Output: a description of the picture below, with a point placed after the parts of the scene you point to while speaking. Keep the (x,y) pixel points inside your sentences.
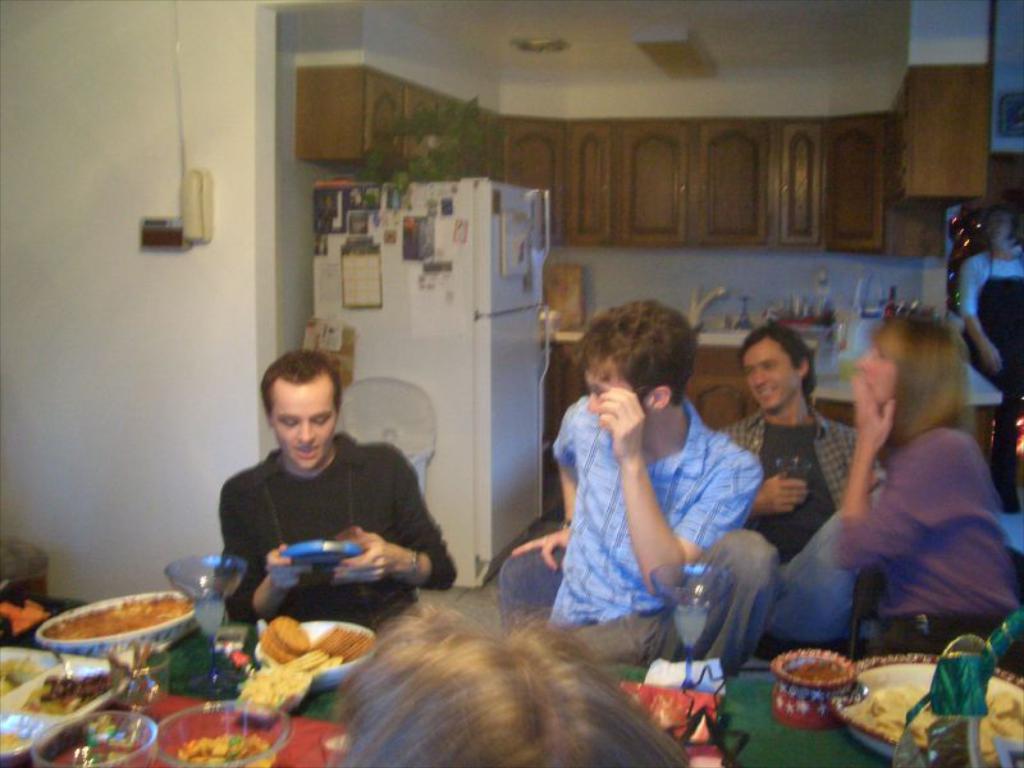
In this image there are six persons (592,564). Out of which four persons (728,581) are sitting on the chair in front of the table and one person (555,676) half visible and in the middle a woman (1017,334) is standing in front of the table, on which plates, glasses (232,568), bowls (230,711), food items (262,749) and so on kept. In the middle (391,339) a fridge (492,520) is visible and walls (259,105) are white in color and shelves (764,163) are there. In the middle (564,276) kitchen (681,298) is there. This image is taken inside a room (818,273).
